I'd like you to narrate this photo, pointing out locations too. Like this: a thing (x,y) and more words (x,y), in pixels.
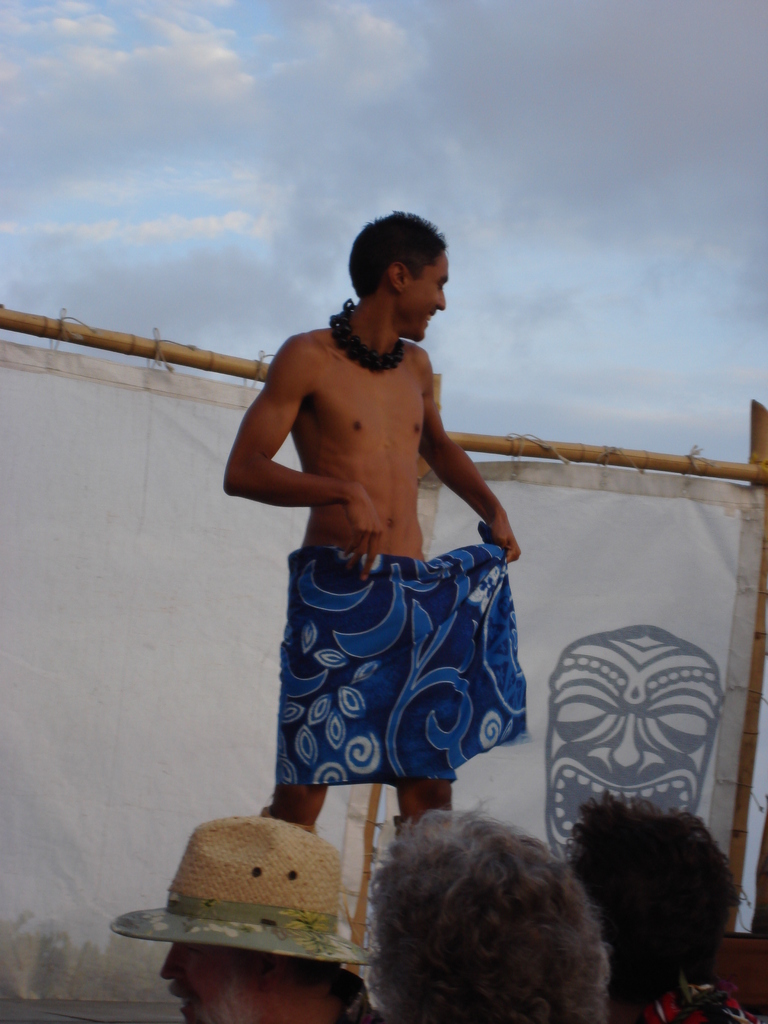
In this picture we can see a group of people (395,950) where a man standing and smiling and in the background (249,159) we can see the sky (450,413) with clouds (557,239).
